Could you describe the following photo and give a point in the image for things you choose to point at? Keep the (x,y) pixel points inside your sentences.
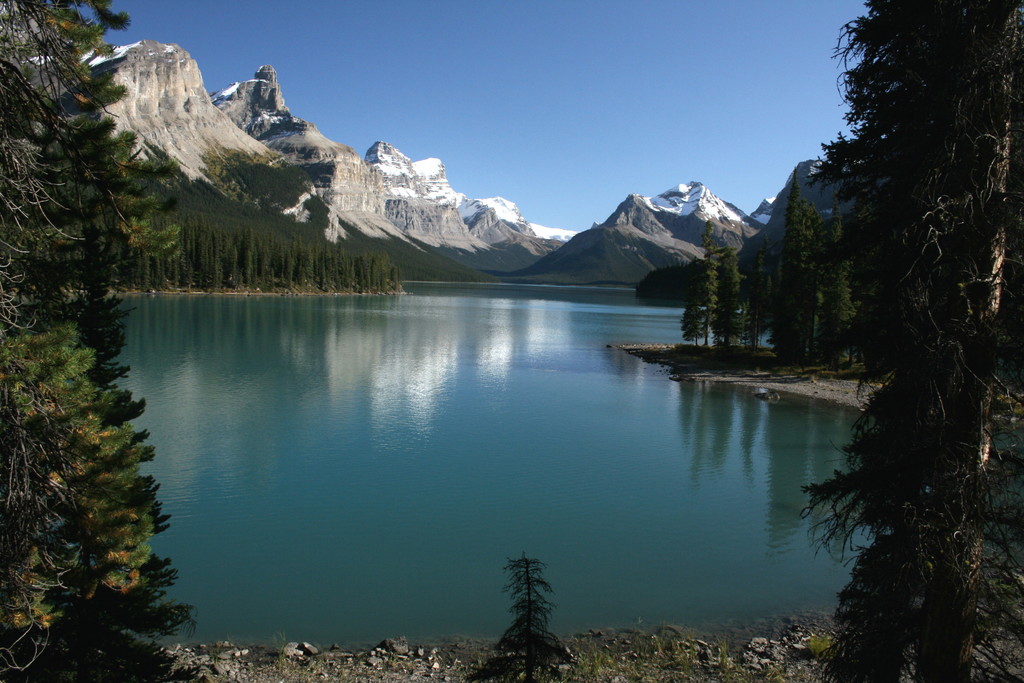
On the left side (45,174), there is a tree (46,311) on the ground (179,644). On the right side (977,410), there is a tree (988,287) on the ground (913,664). In between them, there is a small plant (541,626) on the ground (569,651). In the background (410,573), there is water (474,303). On both sides of this water (467,329), there are trees (393,243) on the ground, there are mountains (645,212) on which, there is snow (720,206) and there is blue sky (480,27).
